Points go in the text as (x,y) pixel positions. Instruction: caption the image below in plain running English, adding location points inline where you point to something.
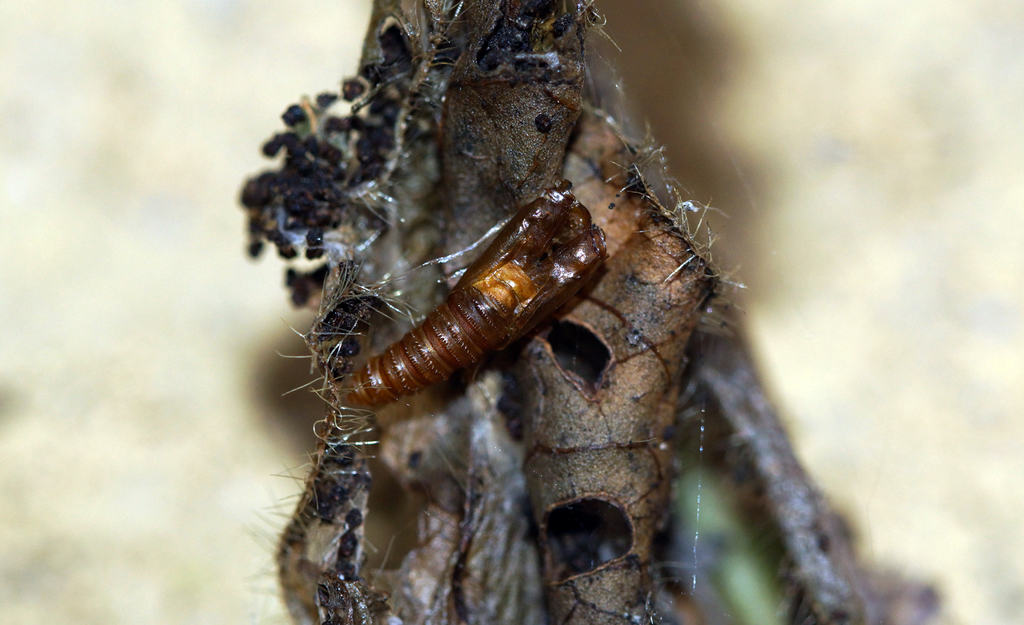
In the picture I can see insects (521,312) on something. The background of the image (890,224) is blurred.
